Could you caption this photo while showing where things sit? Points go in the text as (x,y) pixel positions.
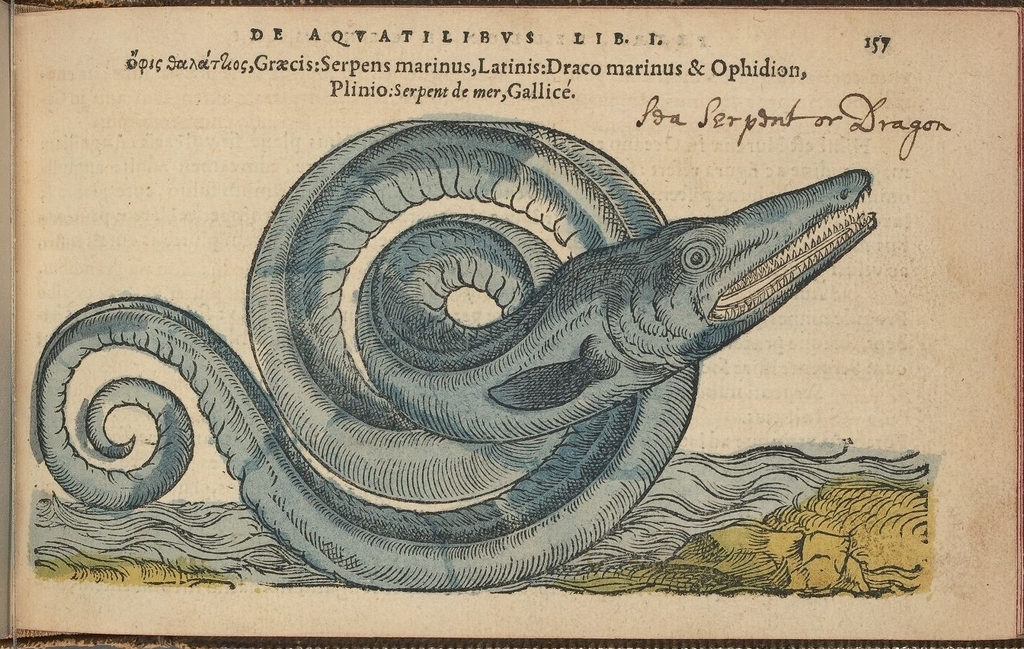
In this picture there is a book (528,508) on the table (248,646). In the page (781,321) we can see the depiction of a sea serpent (651,331) At the top (706,73) we can see the quotation (620,63).
